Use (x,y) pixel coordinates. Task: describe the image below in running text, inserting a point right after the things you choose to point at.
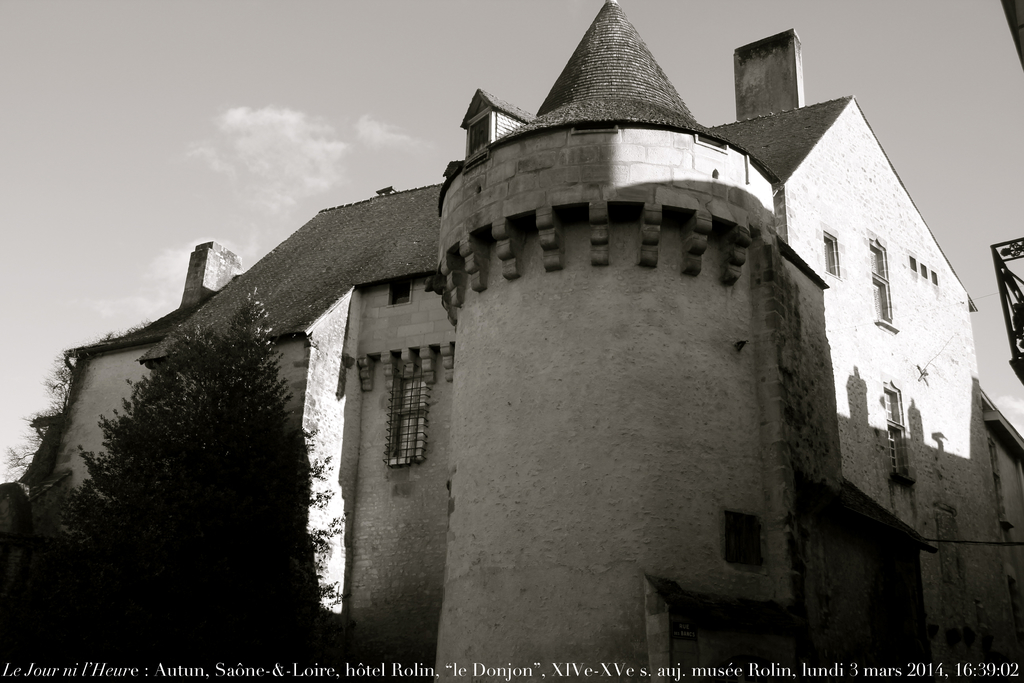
In this picture I can see building (670,396) and trees (179,524) and I can see text (927,670) at the bottom of the picture (307,667) and looks like a another building (973,357) on the right side of the picture (929,352) and I can see cloudy sky (256,122).
